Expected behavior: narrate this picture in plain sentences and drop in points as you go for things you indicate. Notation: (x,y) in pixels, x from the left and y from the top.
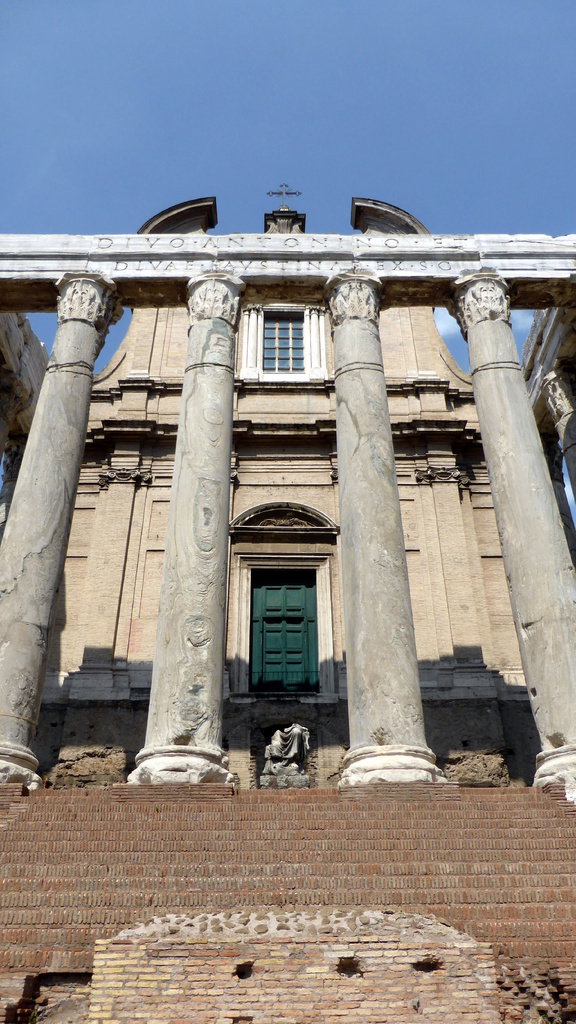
This picture is consists of temple of Antoninus and faustina (328,500) in the image.
